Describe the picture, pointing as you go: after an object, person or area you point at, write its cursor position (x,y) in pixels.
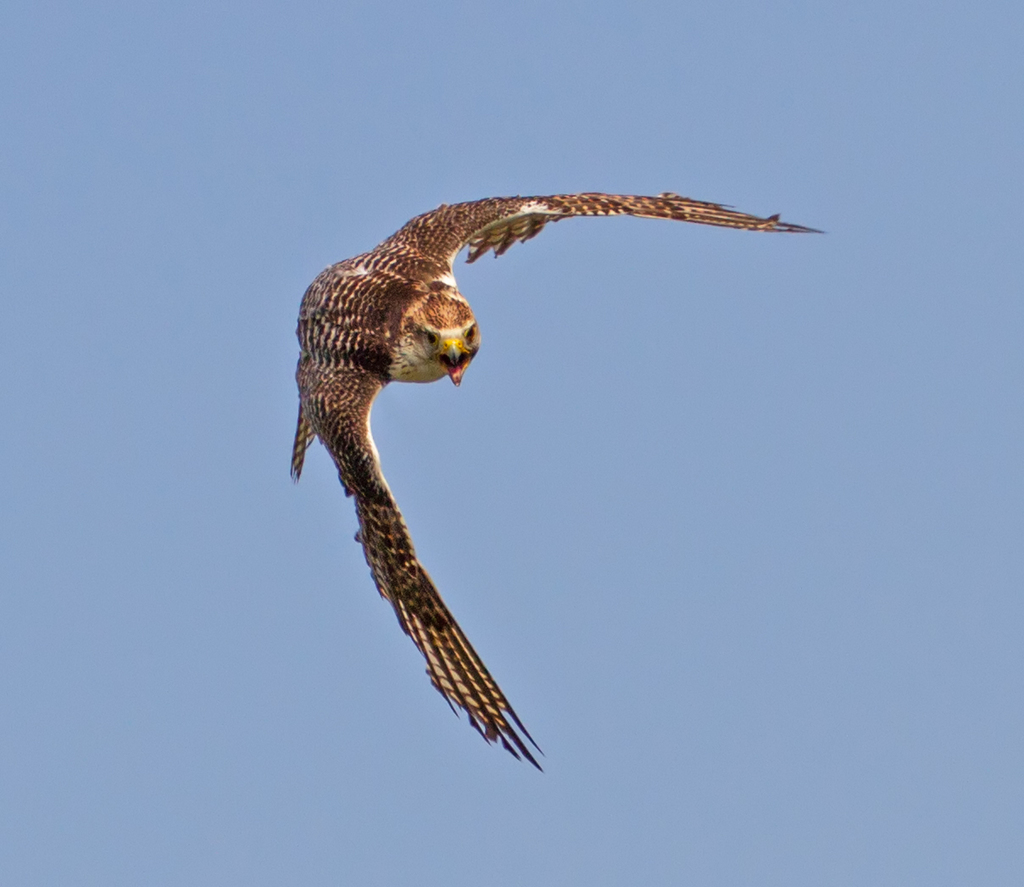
In this picture we can see a bird (315,310) flying in the sky (145,359).
